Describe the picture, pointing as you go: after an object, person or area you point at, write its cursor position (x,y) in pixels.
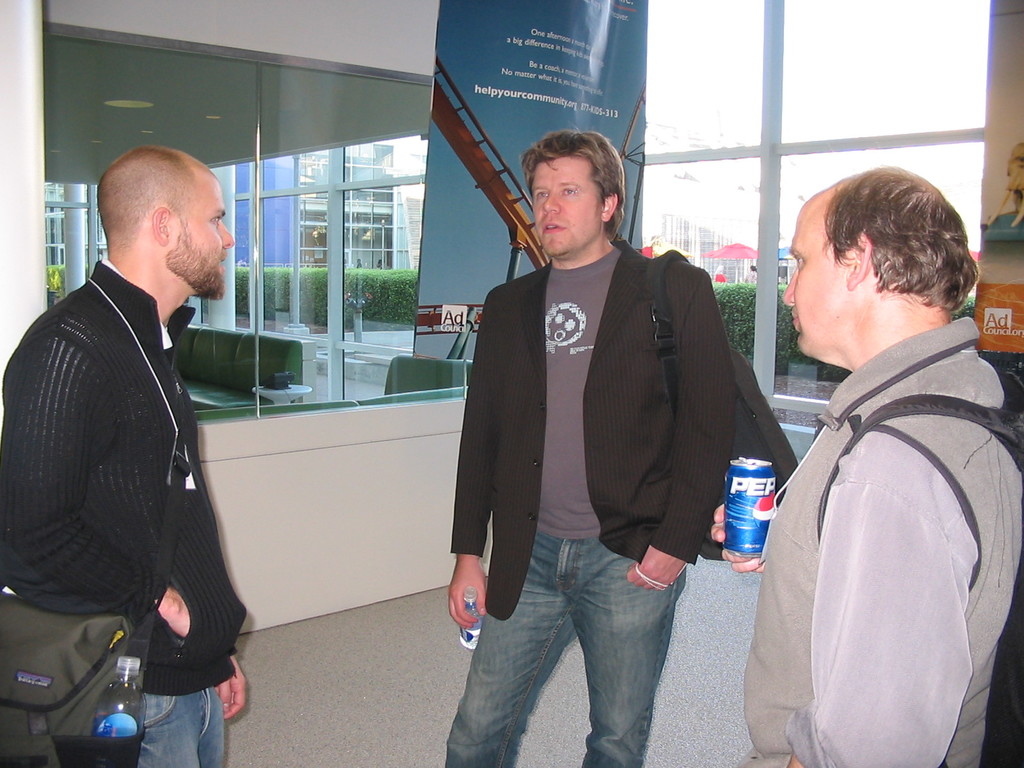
In this image we can see three persons (578,581) standing on the floor (316,652), a person (653,546) is holding a bottle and a person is holding a tin (752,501), there are posters (518,115) with text (508,77) and image (522,233), through the glass (263,341) we can see chairs (266,345), a table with an object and there are few trees (286,307), buildings (410,228) and umbrella (735,254) in the background (728,249).
